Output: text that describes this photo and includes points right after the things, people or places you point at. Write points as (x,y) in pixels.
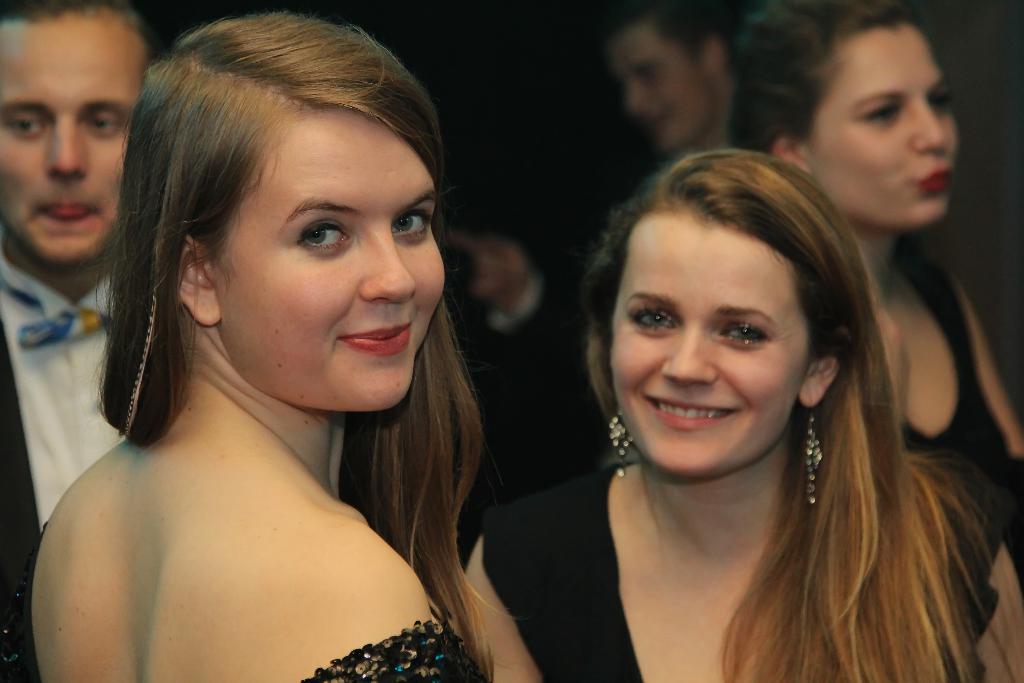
This picture shows that two women (166,226) are the smiling and giving a pose into the camera. Behind we can see a man (53,311) wearing black coat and white shirt (63,417) is standing in the image.
